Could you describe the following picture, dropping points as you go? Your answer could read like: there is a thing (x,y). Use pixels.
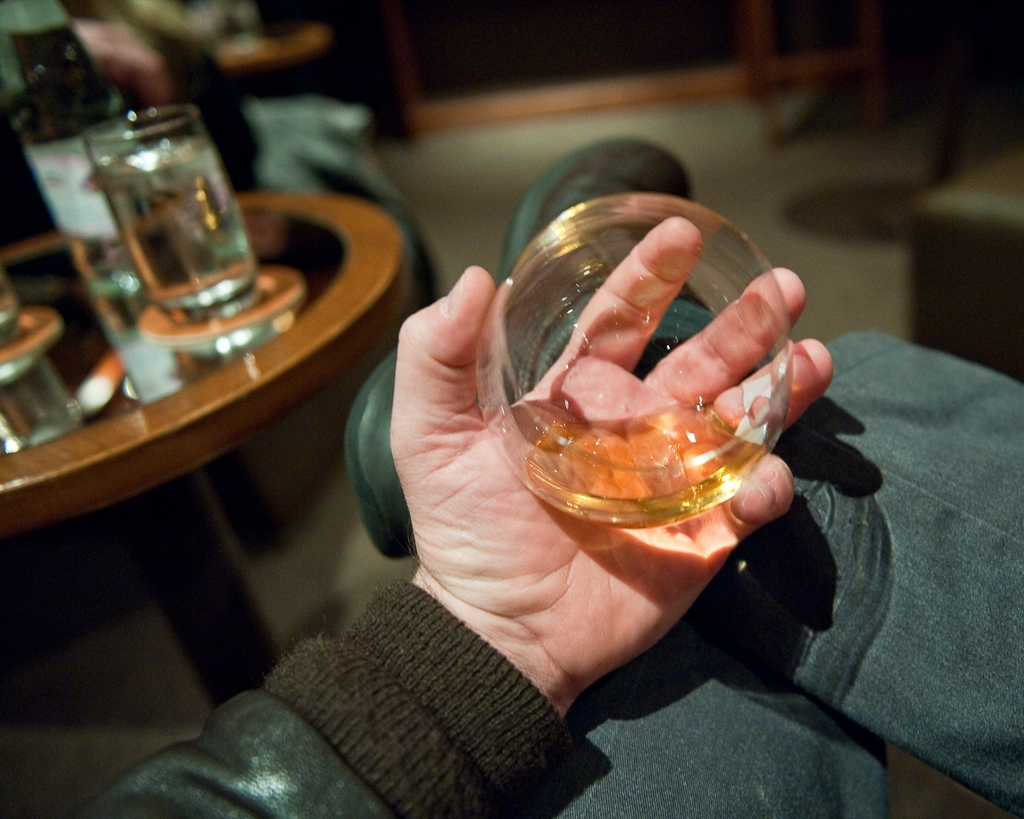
In this image there is a person hand (580,597) visible, on the hand (487,478) there is a glass ball (560,409) visible, on the right side (874,569) there are the legs (856,445) of the person (859,492) visible, on the left side (50,448) there is a table (100,443), on the table (131,434) there are the glass (147,194) kept on the table (154,422).
